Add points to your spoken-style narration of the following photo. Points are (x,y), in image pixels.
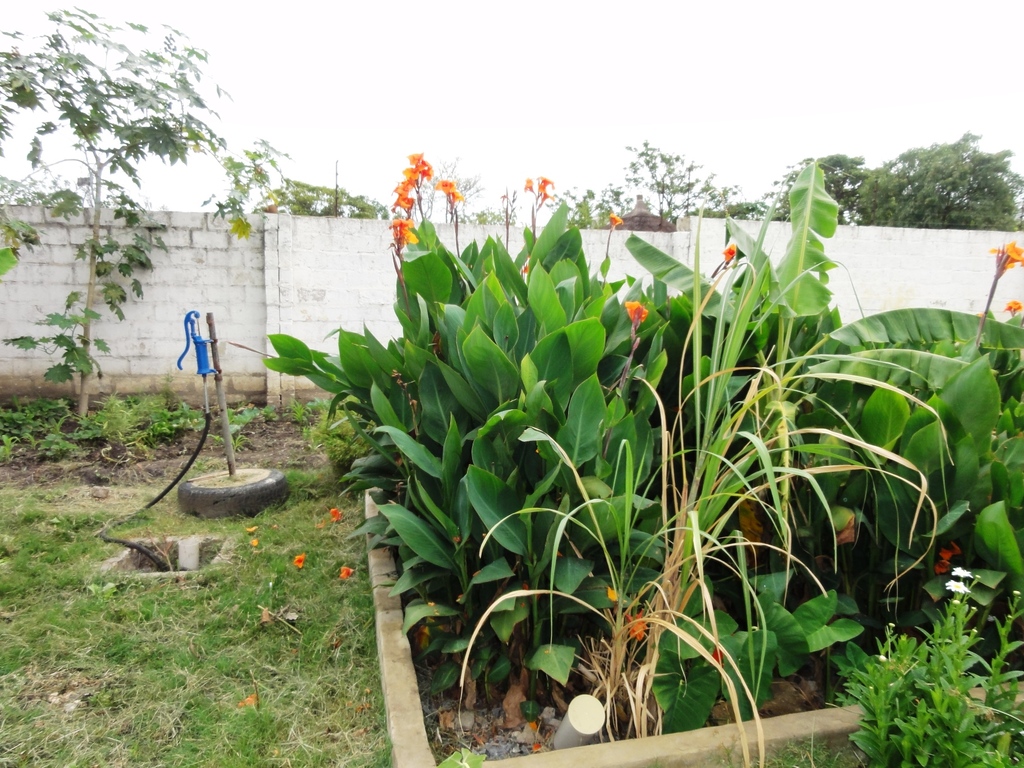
In this image there is a garden (591,317) on the right side (688,330). In the garden (625,662) there are plants (589,367) with the flowers (399,240). In the background (349,282) there is a wall (262,264). On the left side (204,394) there is a blue colour pump (179,367). On the ground (167,575) there is grass (137,586). At the top (339,91) there is sky (353,84).
